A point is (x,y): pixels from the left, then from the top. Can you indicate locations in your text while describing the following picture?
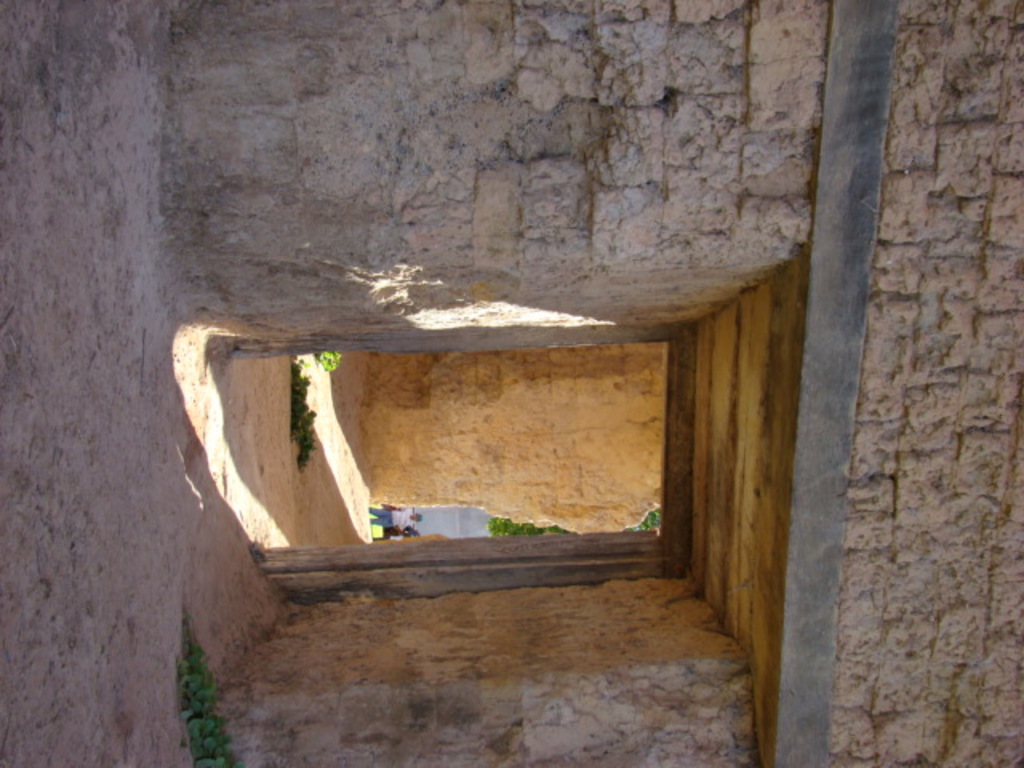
In this image I can see a rock building (423,134) and in the background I can see few trees (497,526), a person (405,507) wearing white shirt (394,513) and blue jeans (382,522) is standing and few other objects (413,530).
